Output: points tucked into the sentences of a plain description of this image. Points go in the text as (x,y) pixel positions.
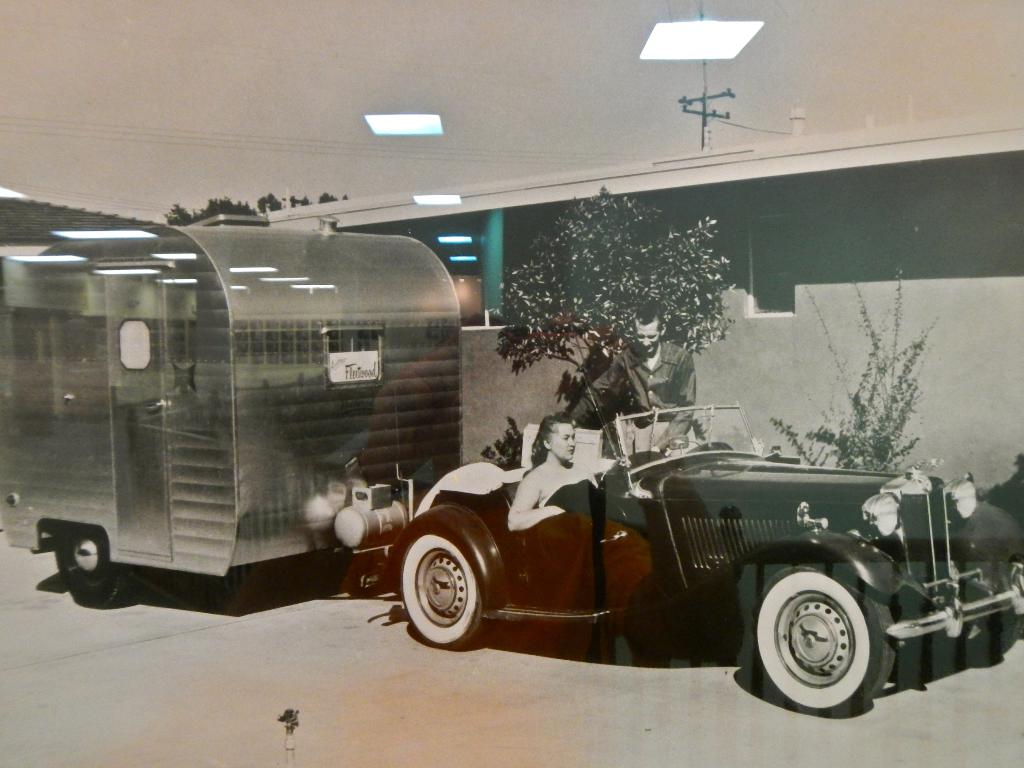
It is the black and white image in which there is a car (777,558) at the bottom (675,542). In the car (726,579) there is a woman (558,472). Behind the car (506,496) there is a trolley (418,379). At the top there are lights (440,126). In the background (775,355) there is a wall (765,314), Beside the wall (745,311) there are plants (612,269). There is a man (654,365) standing beside the car (724,500).
